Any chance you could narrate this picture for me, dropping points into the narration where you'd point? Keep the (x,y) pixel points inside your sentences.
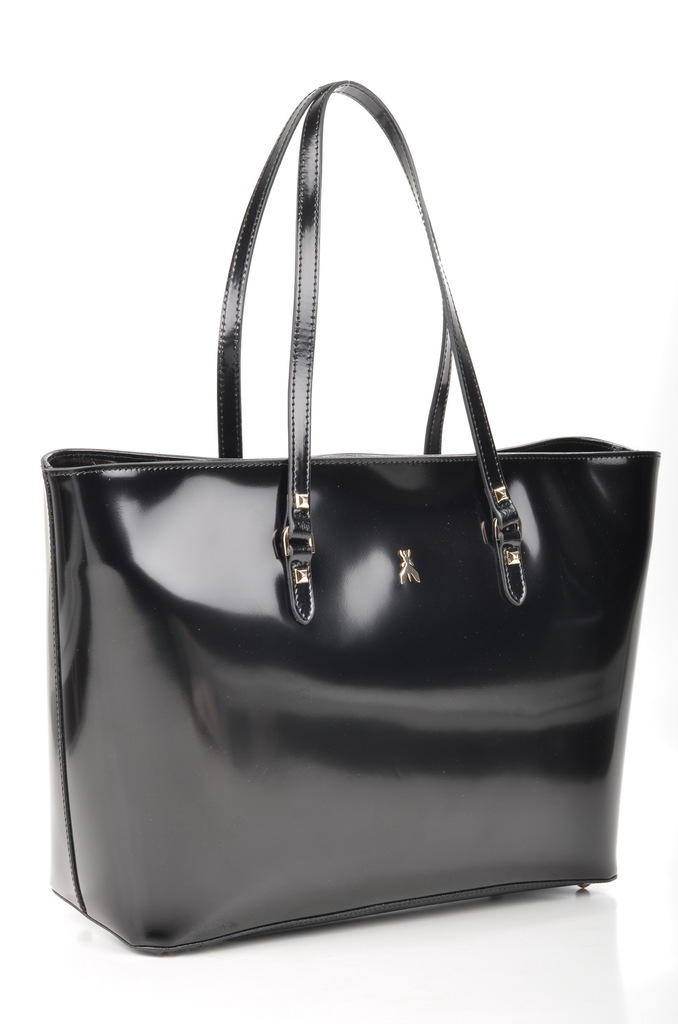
There is a black color hand bag (343,532) in the picture in which the jointers (303,520) are gold and the gold color thing (413,558) is placed in between the bag (399,534).
